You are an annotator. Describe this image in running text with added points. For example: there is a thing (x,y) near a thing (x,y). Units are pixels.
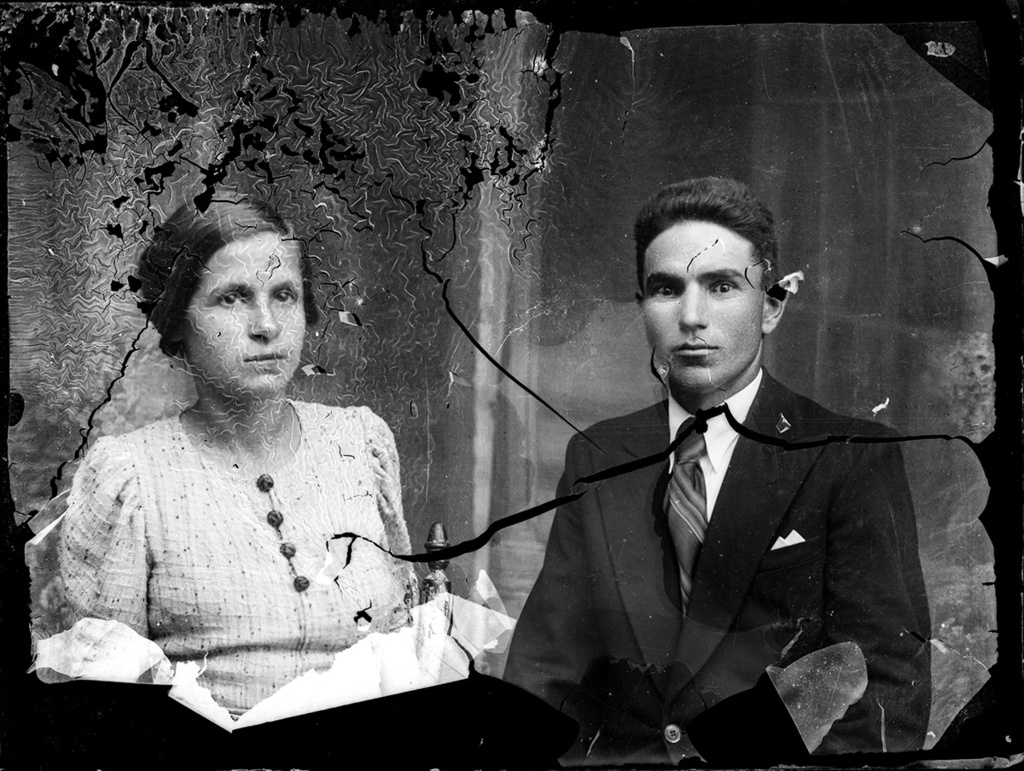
In the image we can see there is a paper (65,446) and there are people (759,483) standing. The image is in black and white colour.
